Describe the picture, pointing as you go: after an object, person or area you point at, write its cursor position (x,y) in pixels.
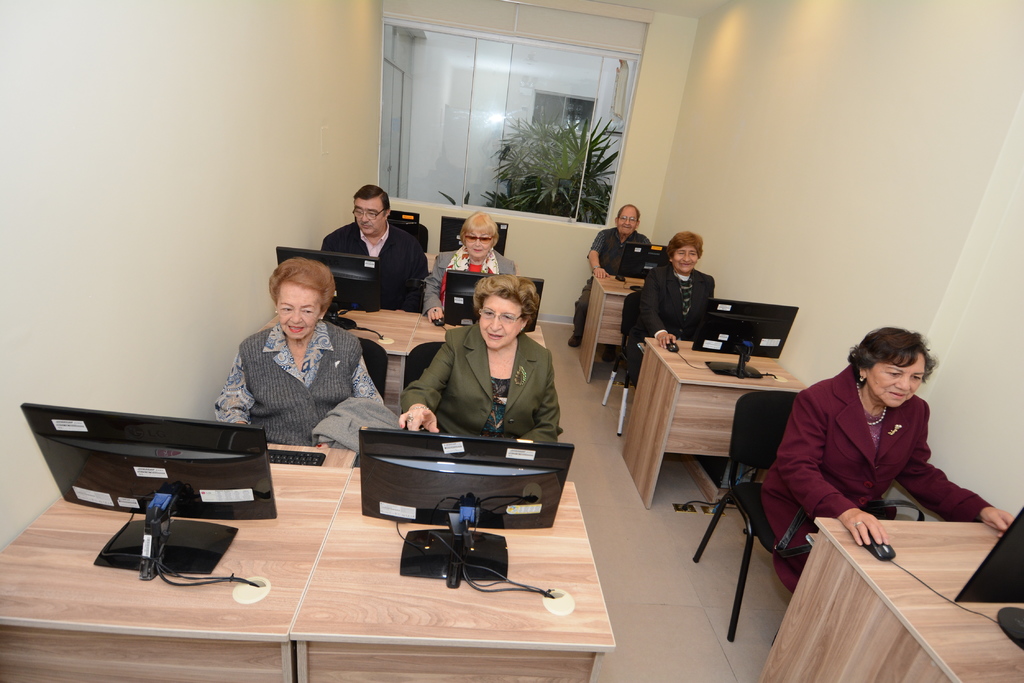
This Image is clicked inside the room (992,449), there is a window (563,153) back side and there are 7 people (539,405) in this room (643,536) and there are many monitors (485,519) a few mouses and keyboards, in them 5 of them are woman (849,460) and two of them are men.
